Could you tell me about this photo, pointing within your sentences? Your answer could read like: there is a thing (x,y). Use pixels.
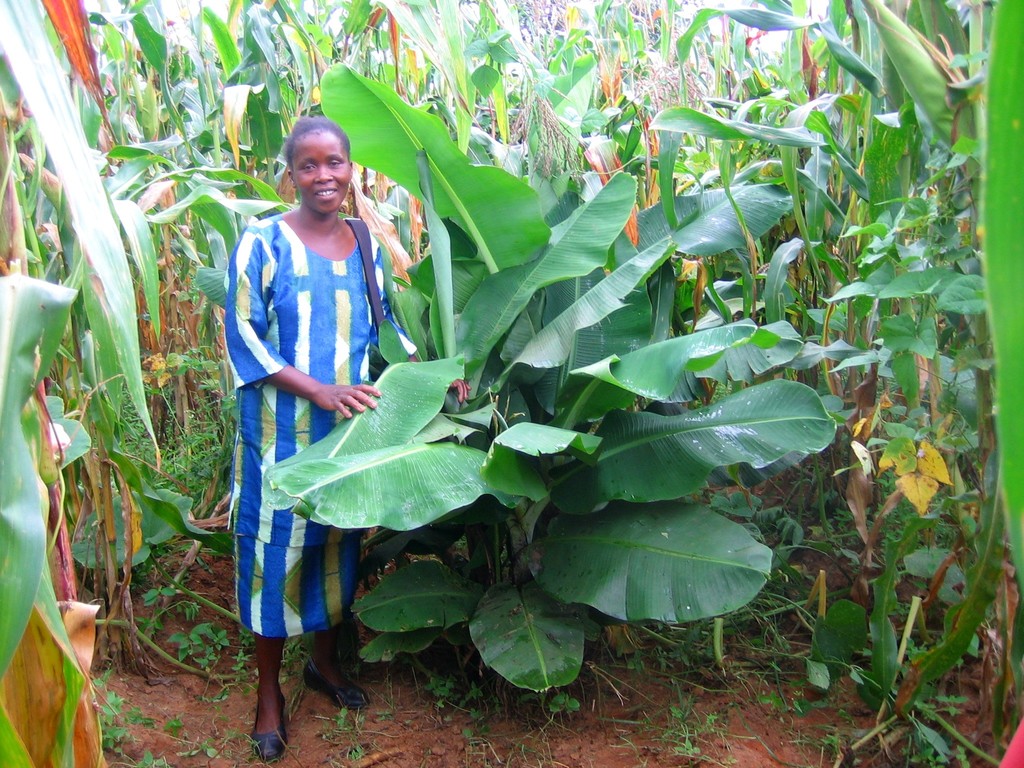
In this picture we can see a woman (268,520) wearing a bag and standing on the land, she is holding leaves (414,465), around we can see some plants (563,170).
